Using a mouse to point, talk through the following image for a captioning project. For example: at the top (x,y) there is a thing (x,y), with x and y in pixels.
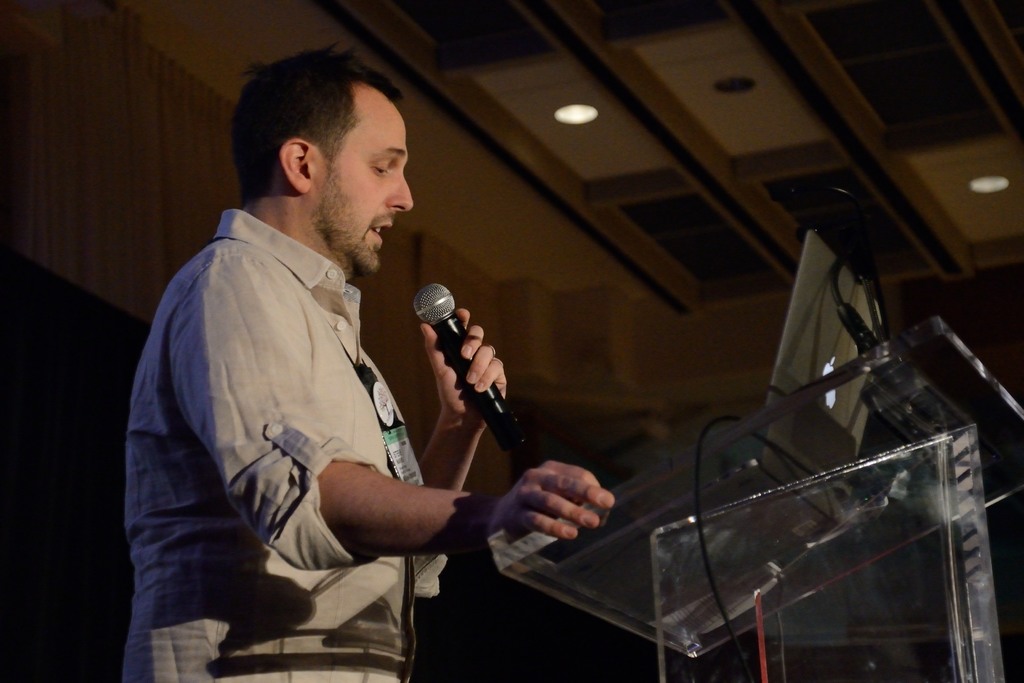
In this picture there is a man (182,562) at the left side of the image (324,68), holding the mic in his hand (447,401) and there is a desk (902,418) before the man (440,472), it seems to be his addressing to the audience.
